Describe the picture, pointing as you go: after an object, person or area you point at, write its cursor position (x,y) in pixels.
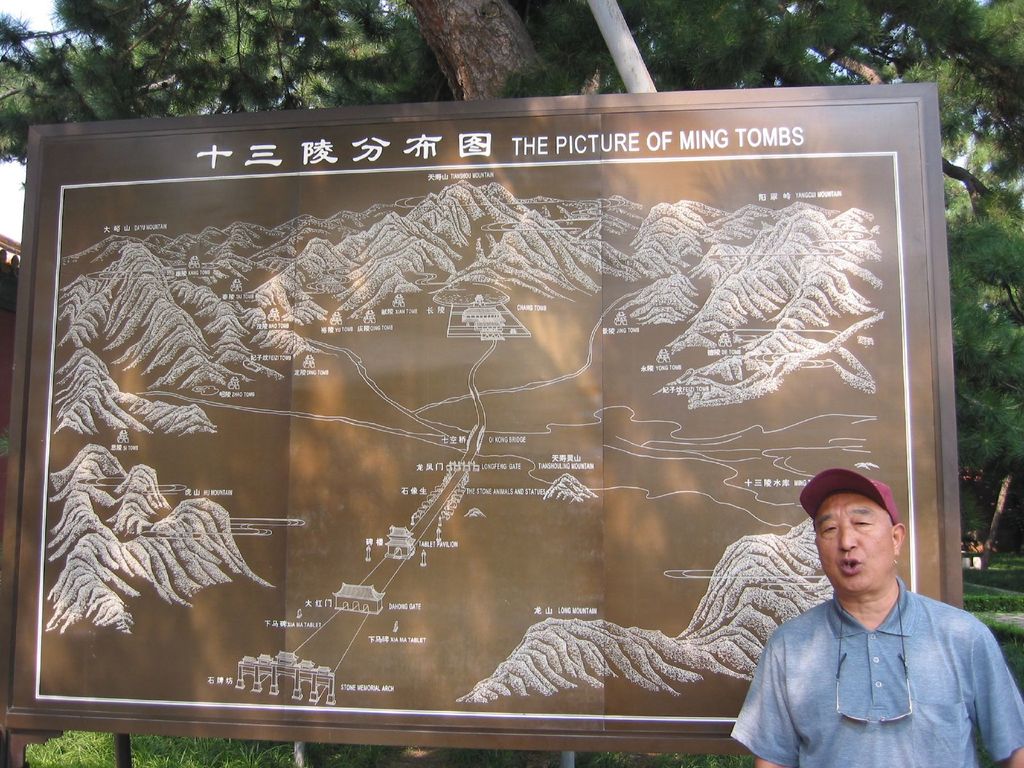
In this image there is a man (912,624) on the right side (918,690). Behind him there is a board (431,323) which consists of a map (466,425). Behind the board (421,150) there are trees (364,29).
